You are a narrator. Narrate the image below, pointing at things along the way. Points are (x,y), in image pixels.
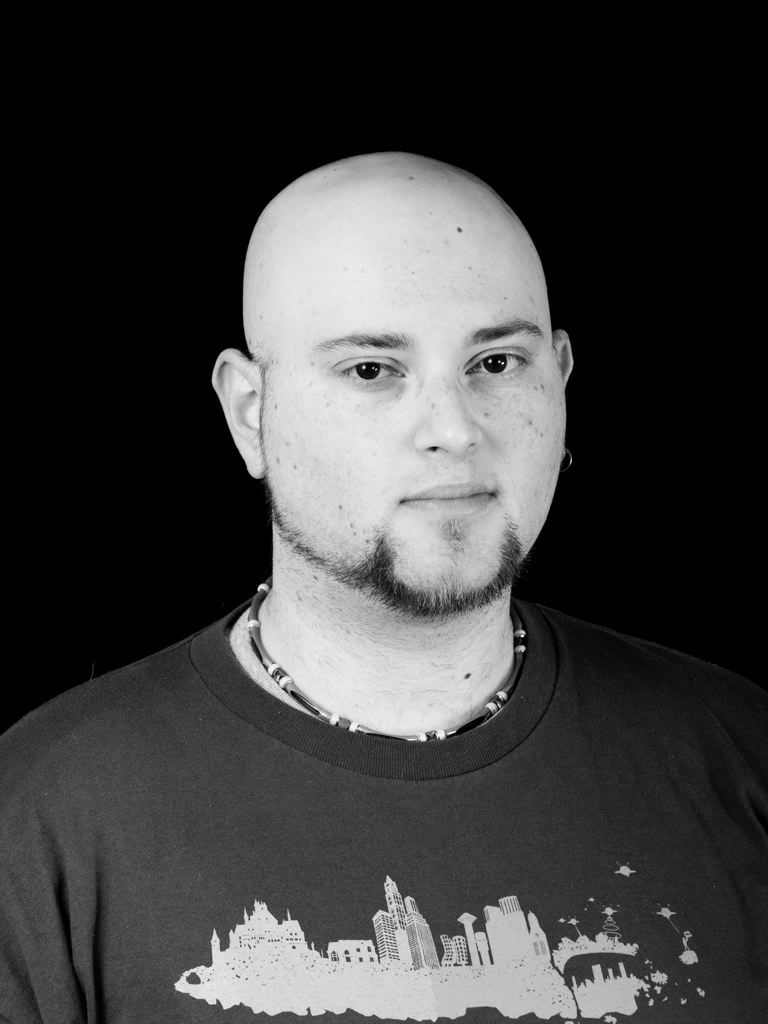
This is a black and white image. In the picture there is a man (261,685). The background (629,91) is dark.
